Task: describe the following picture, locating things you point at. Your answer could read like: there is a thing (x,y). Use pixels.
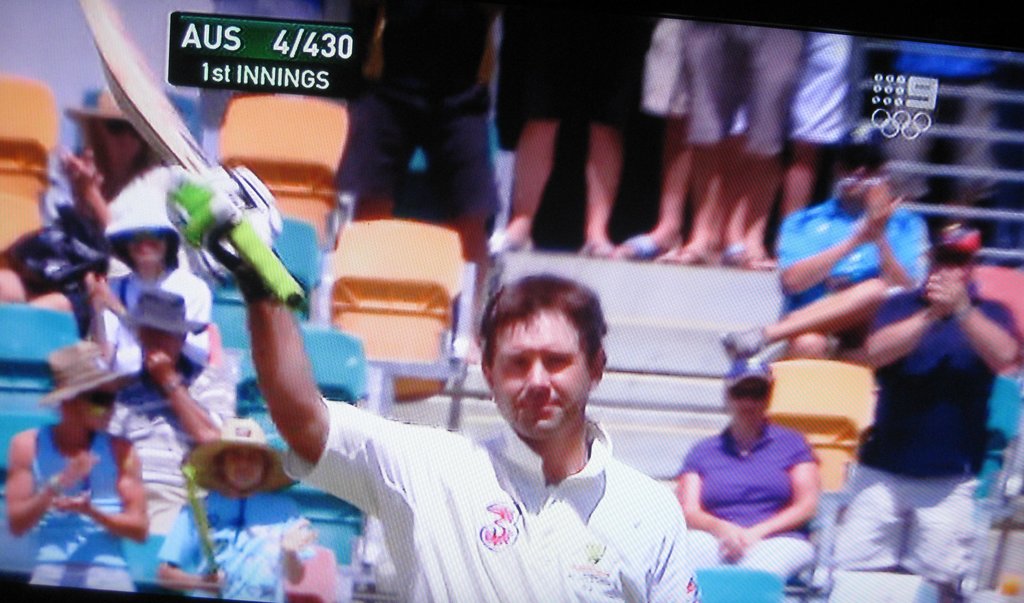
A person (518,481) is standing wearing a white t shirt (329,405) and holding a bat (129,53). Other people (163,339) are present at the back (990,347).
